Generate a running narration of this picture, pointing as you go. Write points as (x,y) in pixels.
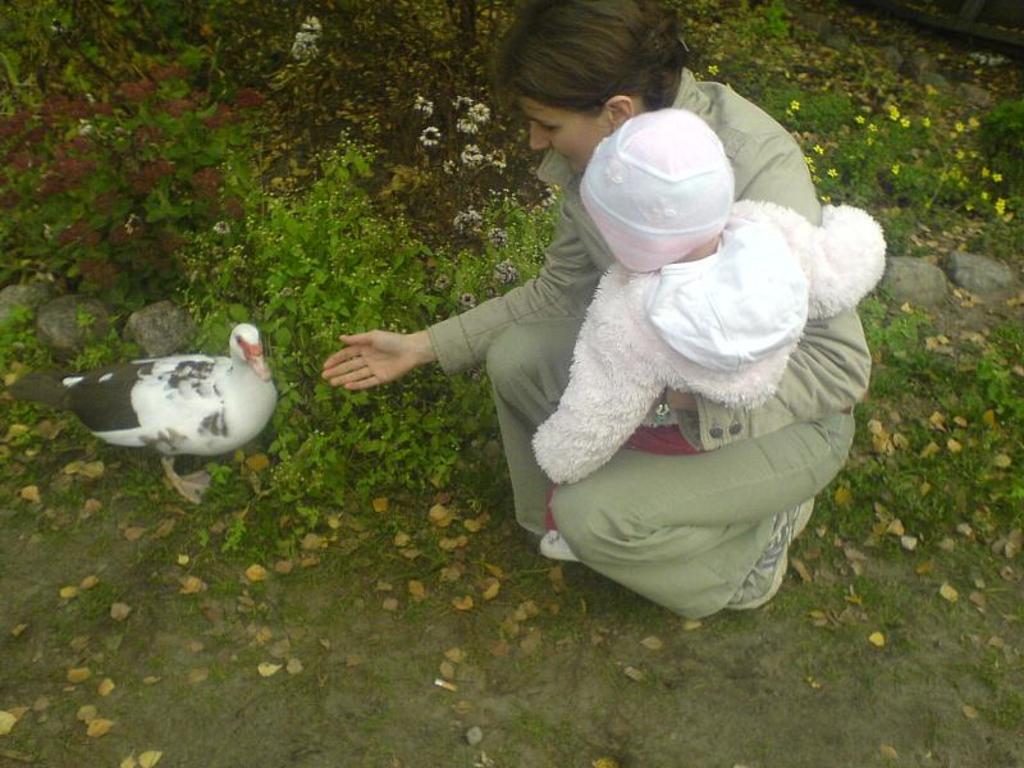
In this image we can see one person (577,99) and a child (641,399). And we can see a bird (180,441). And we can see the surrounding stones (134,320), flowers (233,204) and plants (380,293).
